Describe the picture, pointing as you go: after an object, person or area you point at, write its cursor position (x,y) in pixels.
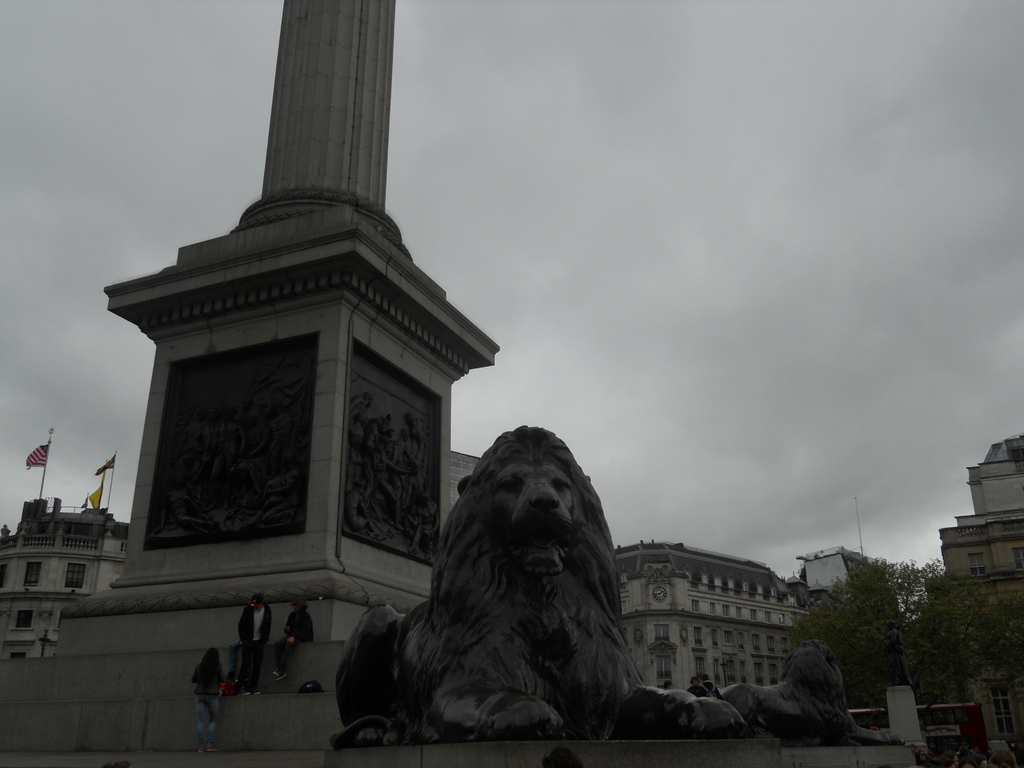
Front portion of the image we can see pillar (317,116), people (248,648), statues (400,699) and things (236,685). Background (1008,645) portion of the image we can see a cloudy sky (635,262), flags (41,449), buildings (1004,566), statue (895,649) and tree (983,608).
